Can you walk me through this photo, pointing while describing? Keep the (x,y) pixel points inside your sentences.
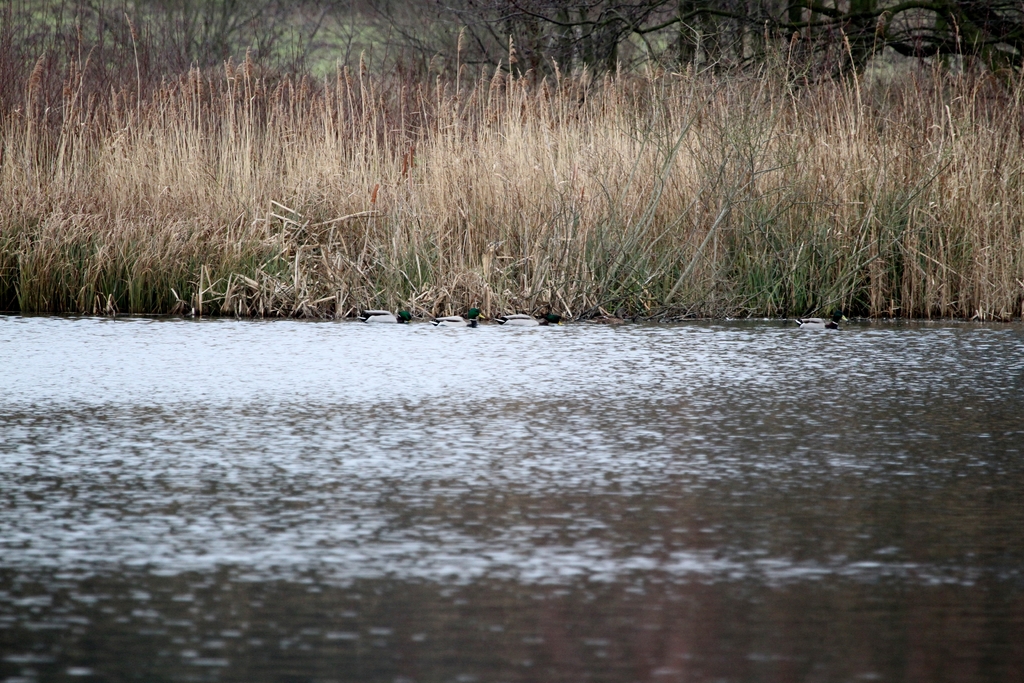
In this image there is a river (508,451), grass (548,206) and trees (753,47).
